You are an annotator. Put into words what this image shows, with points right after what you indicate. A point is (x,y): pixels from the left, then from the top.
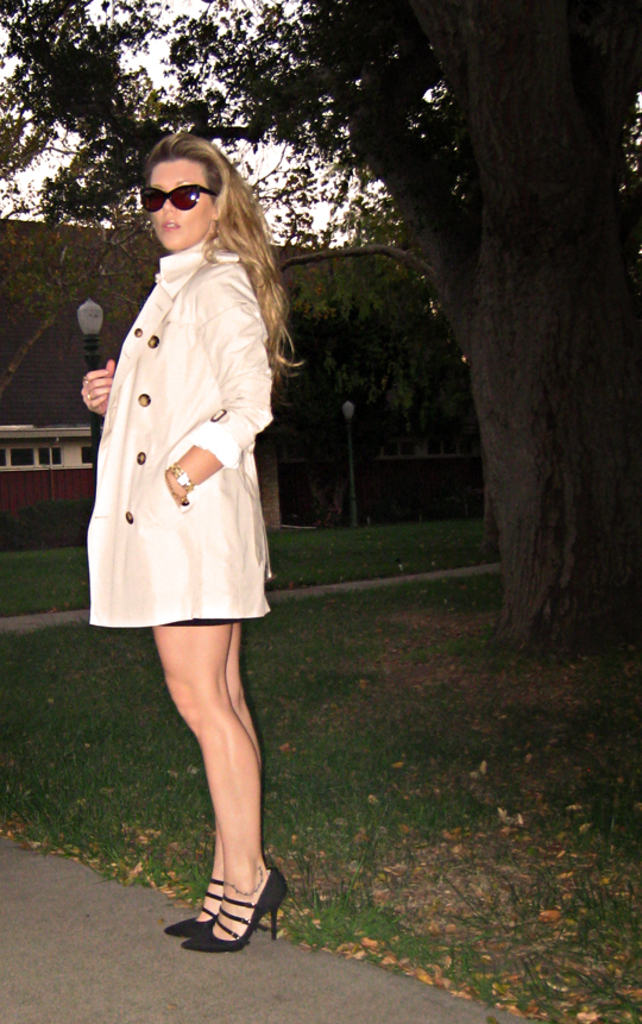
In the image there is a woman (223,399) in white coat (259,494) standing on the side of road (199,999) and behind her there is a tree (504,67) on the grassland (315,732) and on the left side (34,486) background (19,472) there is a home (48,448).
